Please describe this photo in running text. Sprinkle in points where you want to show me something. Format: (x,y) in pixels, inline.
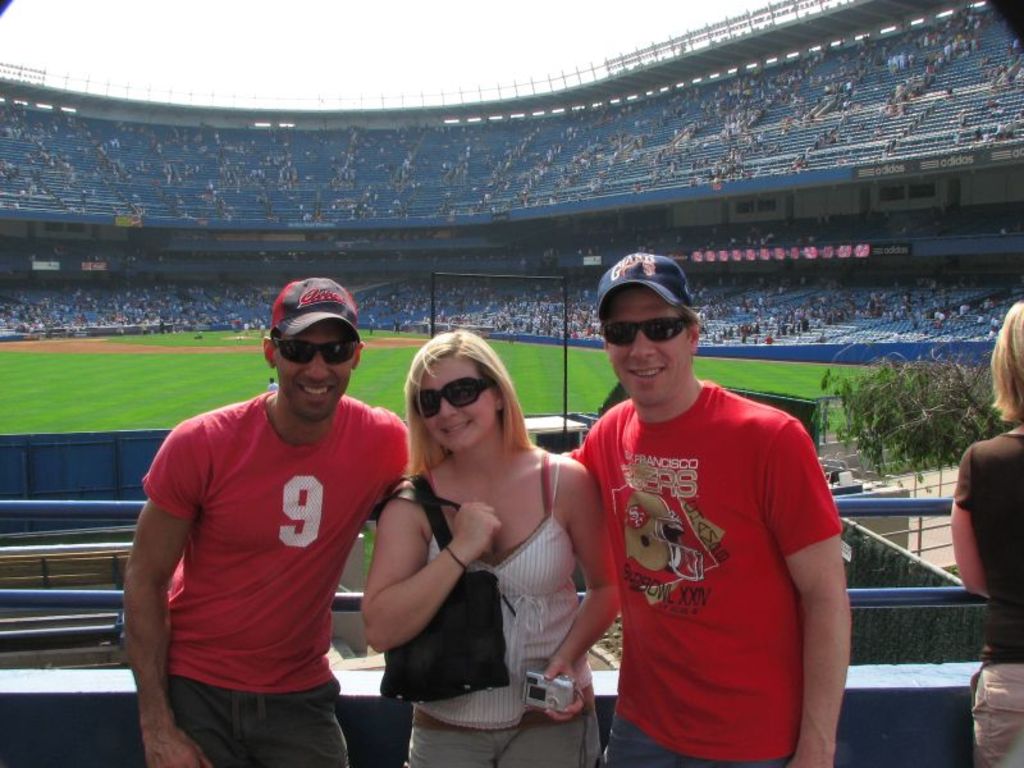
In this image there are some persons (467,516) standing on the bottom of this image (404,603) and there is a ground (120,393) in middle of this image (515,382) and there are some persons (547,179) sitting at the seating area (253,212) on the top of this image (344,175) and there is a sky (338,33) on the top of this image (354,18). There is one person (986,533) standing on the right side of this image (982,511).
